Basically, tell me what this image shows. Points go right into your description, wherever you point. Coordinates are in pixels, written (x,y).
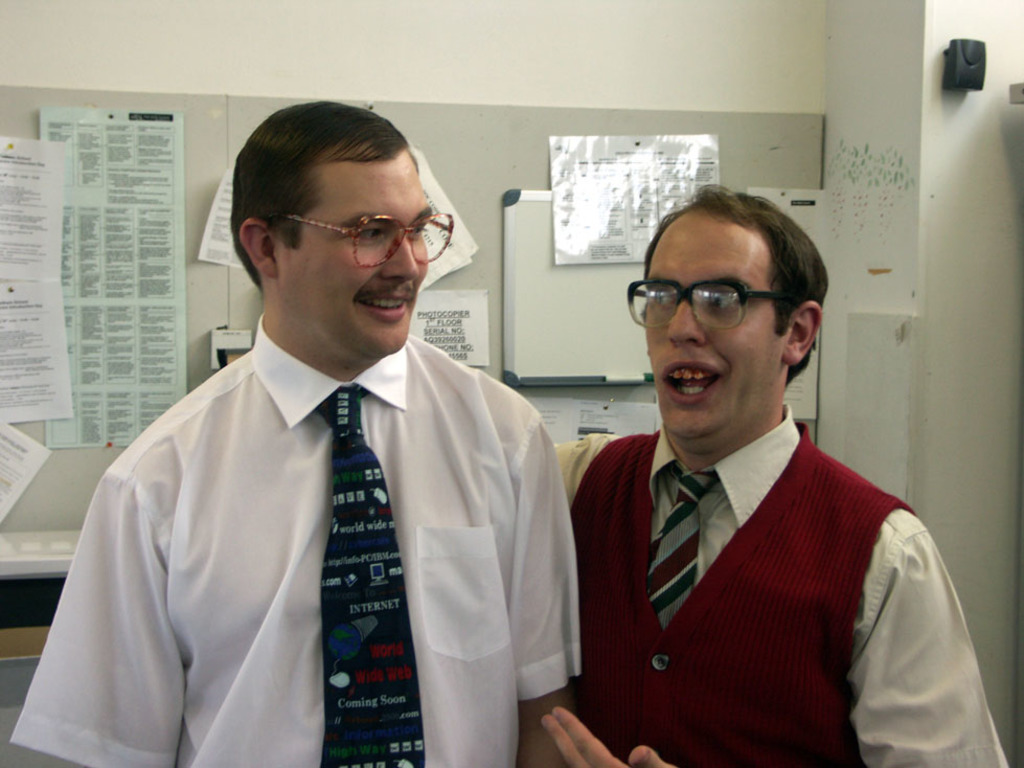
In this image we can see there are two people (519,535) standing and at the back (564,97) we can see the wall (937,90) with board (491,143) and papers (48,234). And we can see the black color object (963,70) attached to the wall (216,82).
